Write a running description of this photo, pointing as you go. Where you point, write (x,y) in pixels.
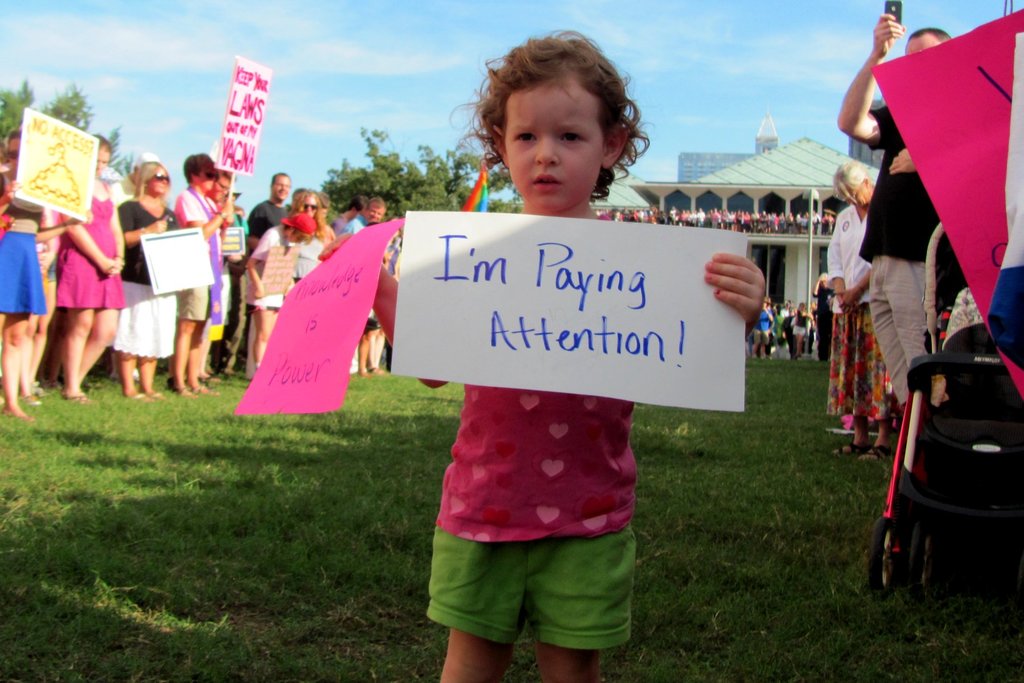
In the picture I can see a child (511,406) wearing a pink color top (511,484) and green color pant (500,595) is standing on the grassland (414,611) by holding a white and pink color placards (515,324) on which we can see something is written in their hands (761,276). On the either side of the image we can see people (312,220) holding placards (988,67) and standing. Here we can see a baby chair (967,491) on the right side of the image (1009,459). In the background (703,171), we can see buildings (707,203), trees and the blue color sky (731,25) with clouds (448,127).
